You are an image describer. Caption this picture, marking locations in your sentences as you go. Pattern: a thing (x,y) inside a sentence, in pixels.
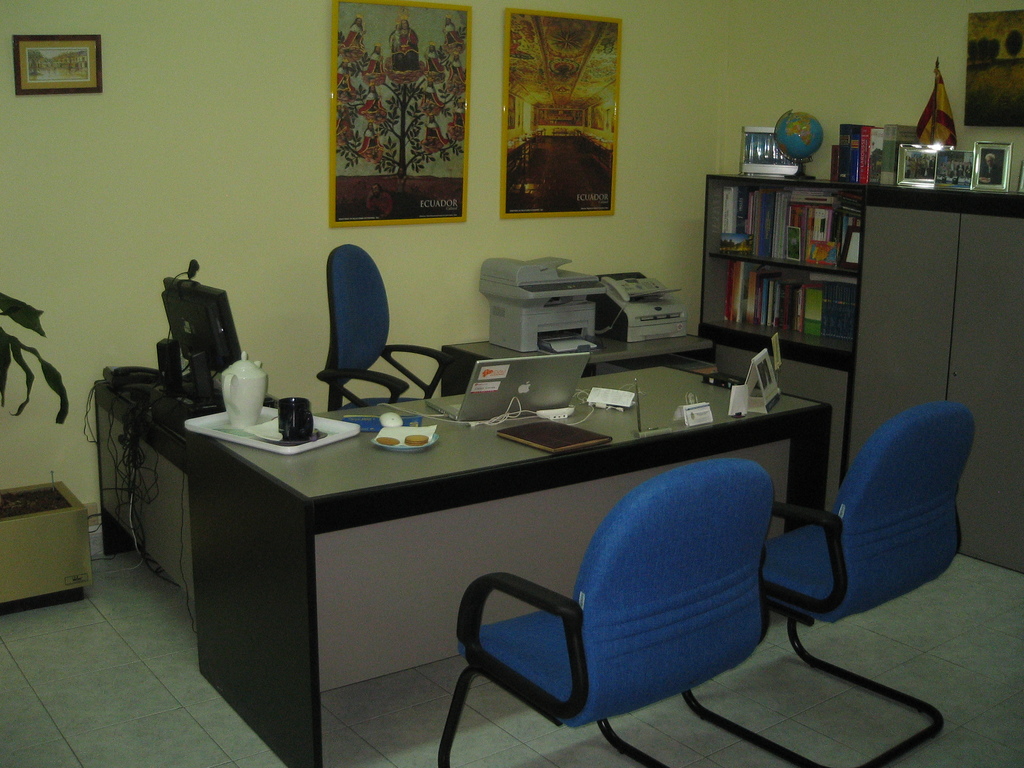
This picture is consists of an office room (911,584) where, there is table (696,434), chairs (677,472), printer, books (753,283), portrait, globe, photographs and a plant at the left side of the image (74,591).
